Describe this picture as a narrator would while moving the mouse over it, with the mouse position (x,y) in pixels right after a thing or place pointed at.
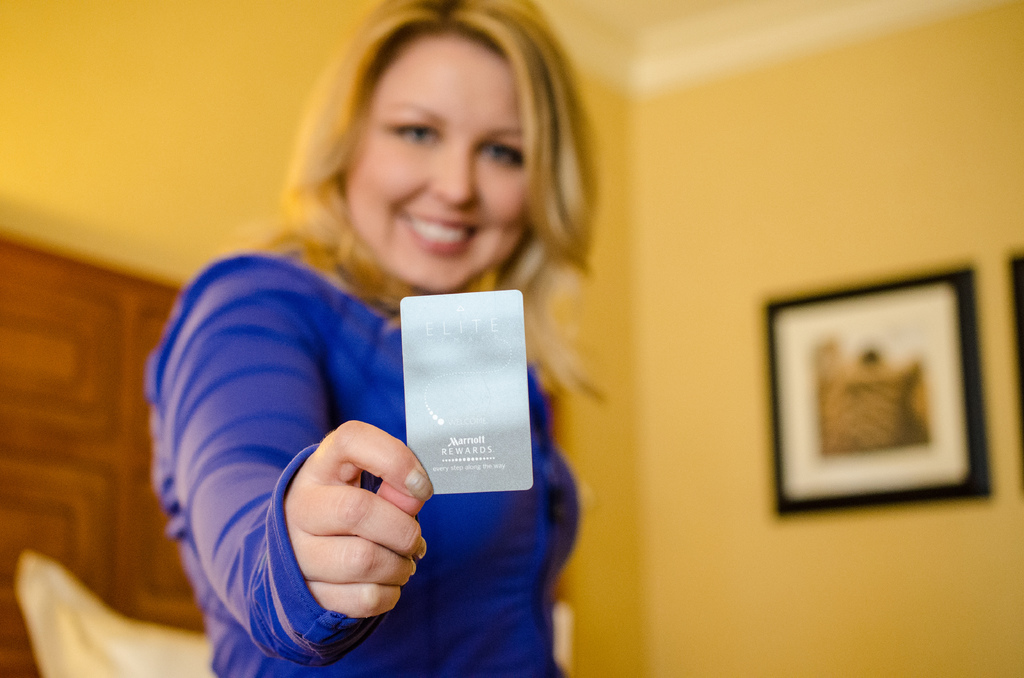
In this picture, we can see a person (408,498) holding some object (474,481), and we can see the wall (983,309) with frames (946,443), and we can see some object (125,468) in the bottom left side of the picture (98,565).
